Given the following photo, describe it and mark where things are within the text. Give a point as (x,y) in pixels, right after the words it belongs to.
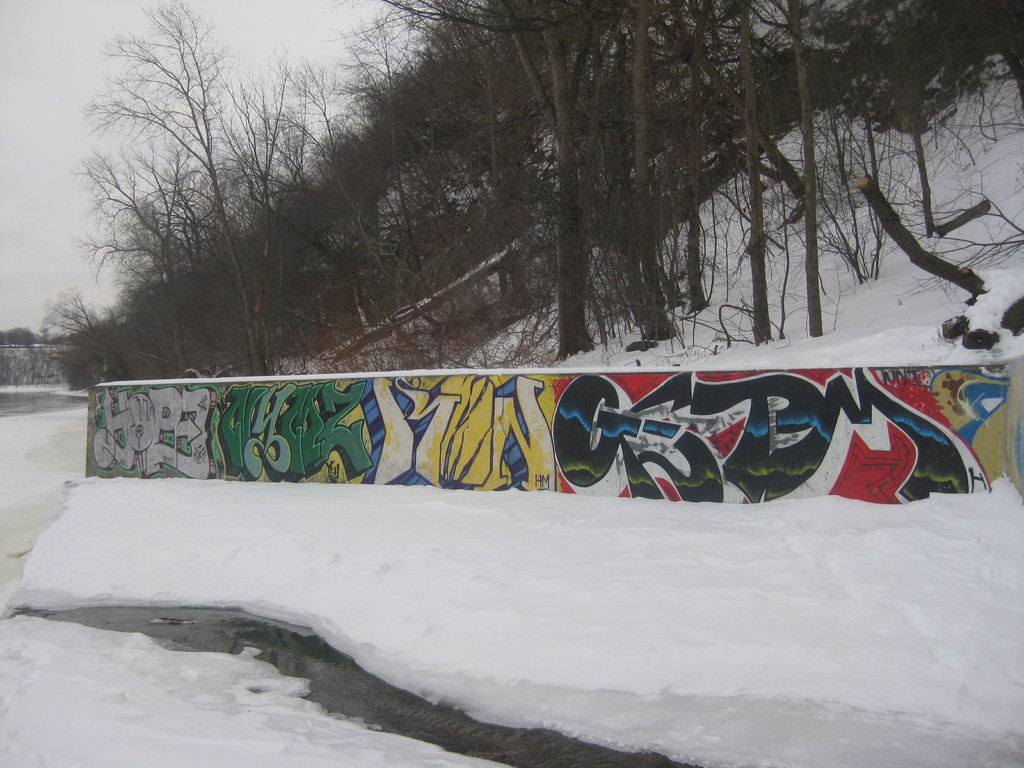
In this picture we can see the wall (173,459) with a painting (390,394) on it, snow (403,566), trees (528,338) and in the background (275,17) we can see the sky (75,206).
